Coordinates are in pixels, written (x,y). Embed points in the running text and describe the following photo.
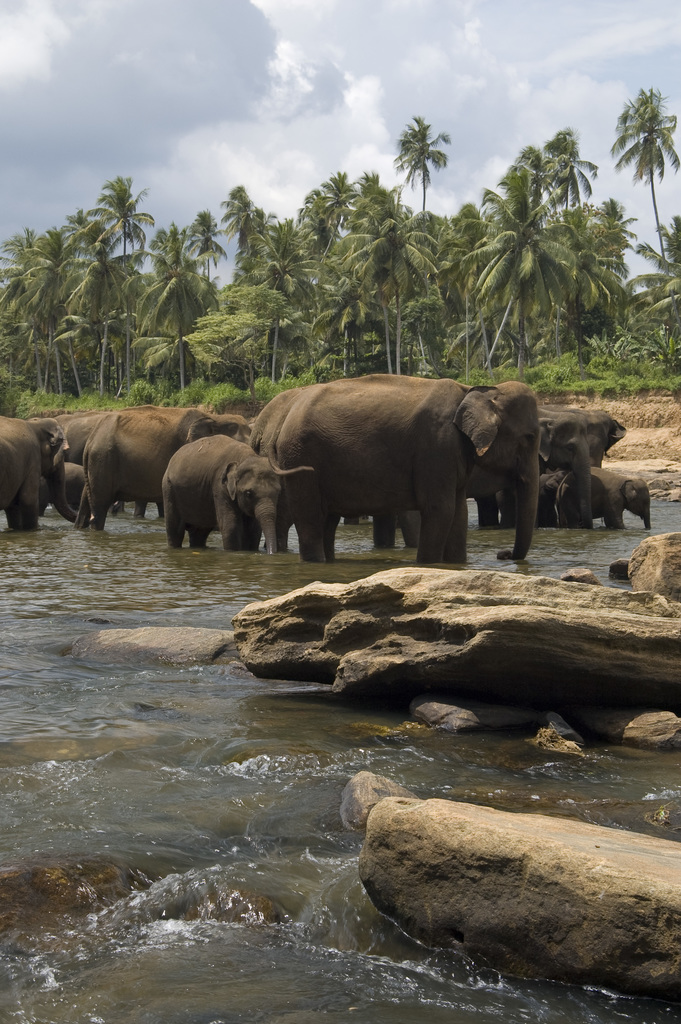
As we can see in the image there is water (351,883), rocks (389,879), elephants (610,490) and trees (365,293). On the top (336,131) there is sky (295,82).
